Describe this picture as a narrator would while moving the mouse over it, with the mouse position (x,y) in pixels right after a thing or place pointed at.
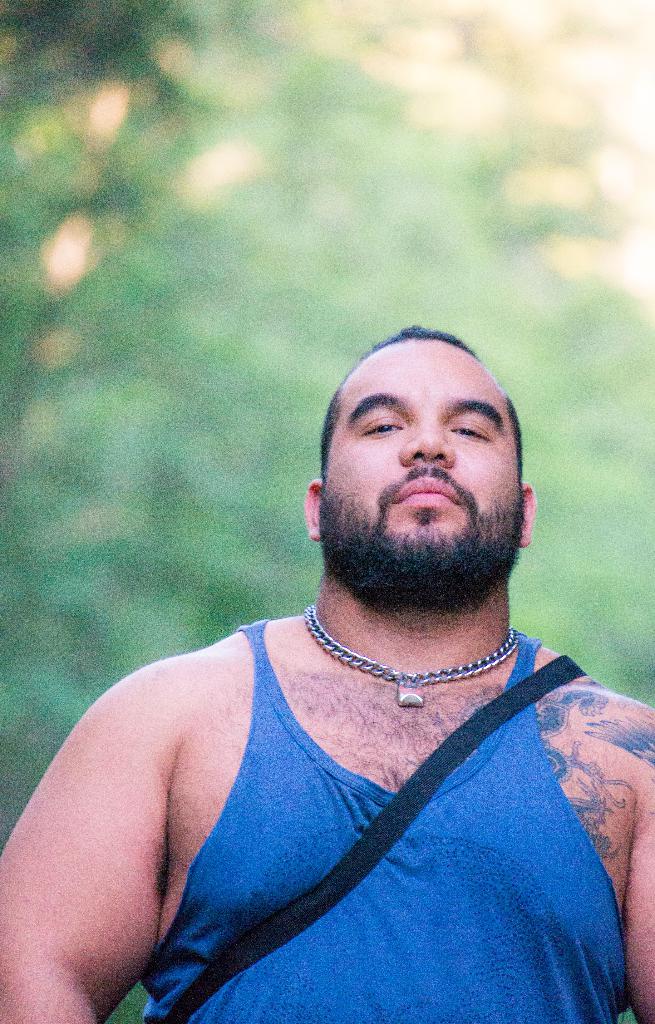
In this picture there is a person (436,913) wearing blue baniyan (388,900) and there is a chain (446,670) and some tattoos (569,726) on his body (381,701).
